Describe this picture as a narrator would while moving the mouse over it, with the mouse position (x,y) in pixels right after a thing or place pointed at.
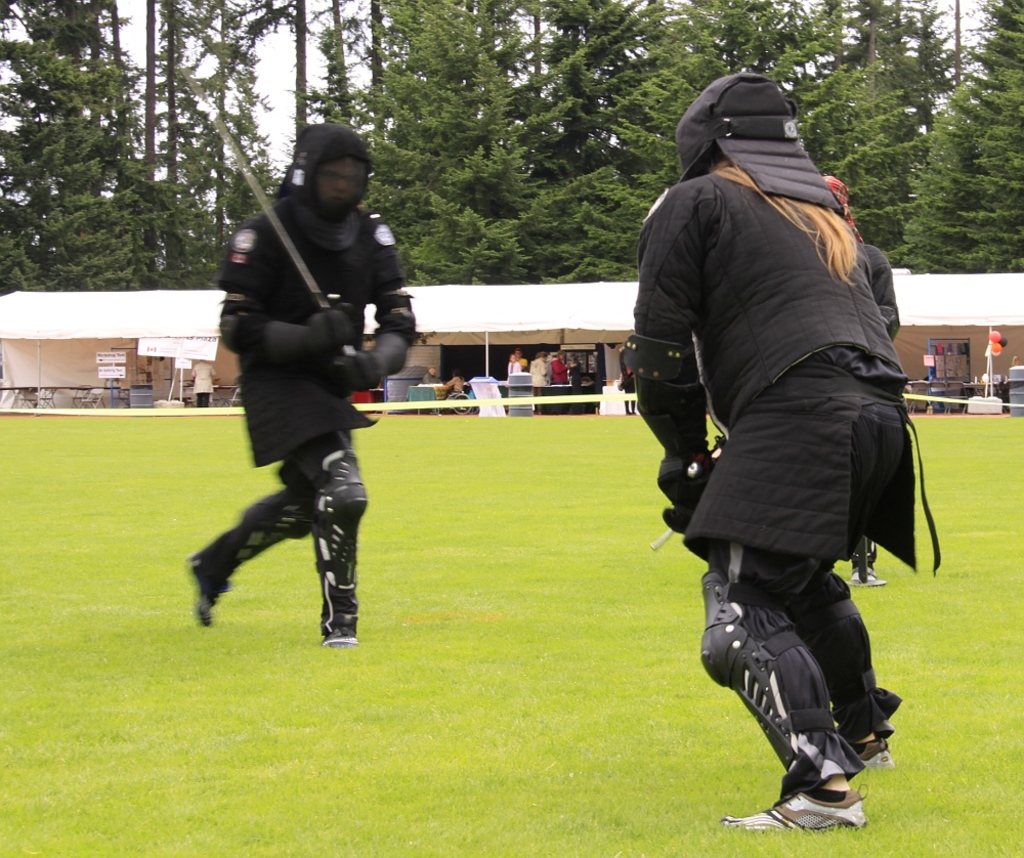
In this image we can see one white tent (981,297) with poles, some chairs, some tables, some objects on the tables (618,393), some objects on the ground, some boards (206,339) with text (101,355), one blackboard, one ribbon (473,404), two persons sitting near the table (409,392), some people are standing, two persons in black dress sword play with swords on the ground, some trees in the background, some grass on the ground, some objects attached to the board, some balloons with pole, one table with tablecloth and in the background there is the sky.
